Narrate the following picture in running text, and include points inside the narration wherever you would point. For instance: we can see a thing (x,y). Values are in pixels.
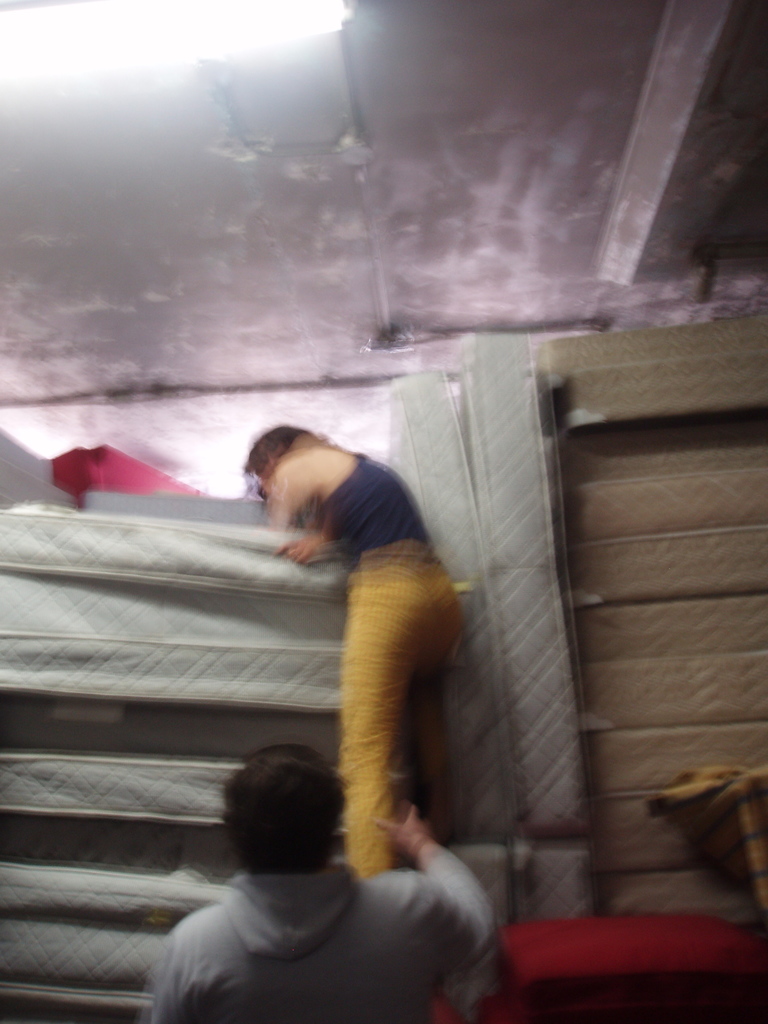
In this picture there is a women (377,592) wearing a blue top (372,507) and yellow jeans (390,723) trying to climbing on the mattress (221,588). In the front (280,887) there a man (287,893) holding the women leg (394,664). On the right side (666,862) there are many mattress (710,718).
